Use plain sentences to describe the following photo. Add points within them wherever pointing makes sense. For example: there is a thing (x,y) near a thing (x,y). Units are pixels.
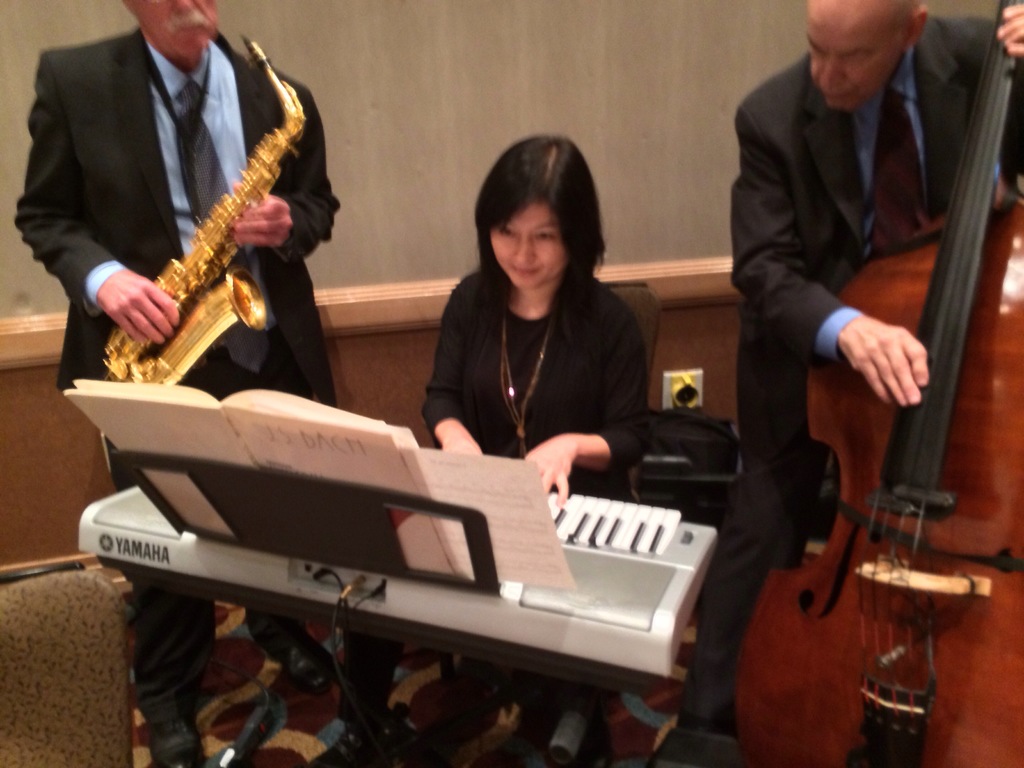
In the center (574,352) we can see the woman (541,343) she is playing the keyboard (581,503) looking at the book (313,465). And on the left side (120,205) the man (123,194) holding saxophone (218,304), and on the right side (903,205) man (898,341) holding bass (890,429). And back of them there is a wall (463,112).
